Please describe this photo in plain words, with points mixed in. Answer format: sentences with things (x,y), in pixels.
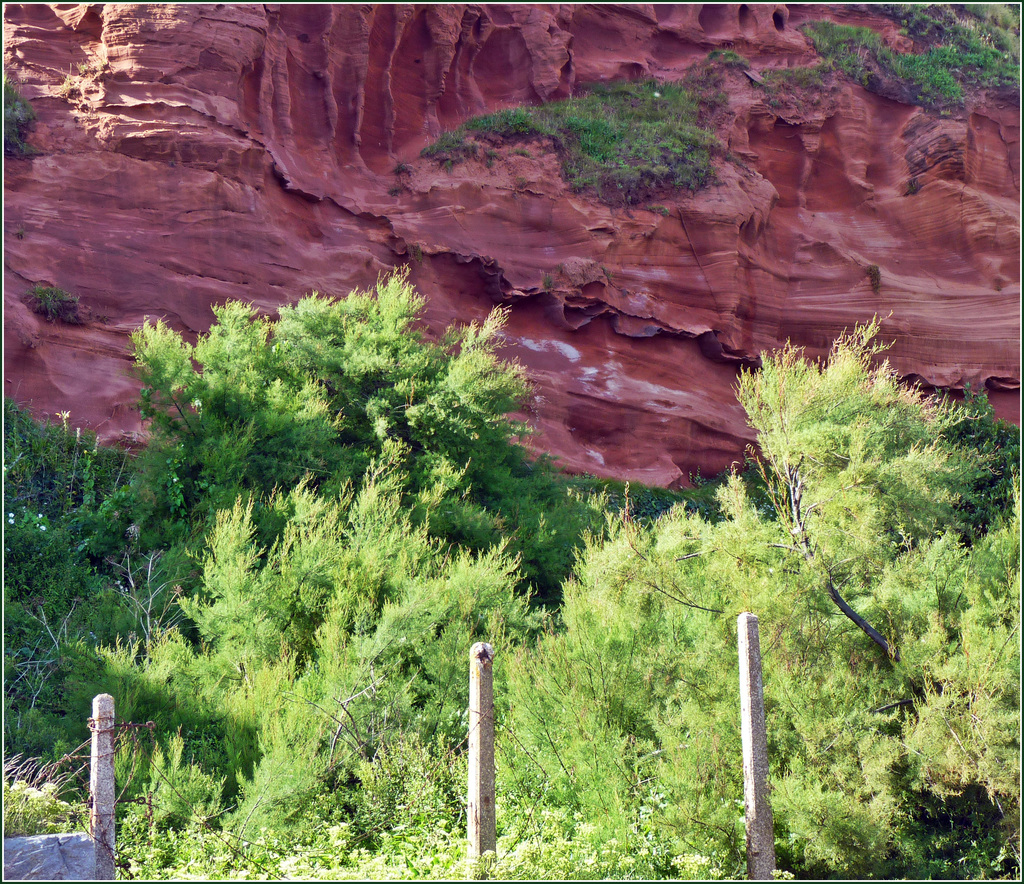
This picture is clicked outside. In the foreground (761,678) we can see the poles (741,674) and the plants (831,427). In the background (295,129) there is a rock (758,248) and small portion of the green grass (697,104).
